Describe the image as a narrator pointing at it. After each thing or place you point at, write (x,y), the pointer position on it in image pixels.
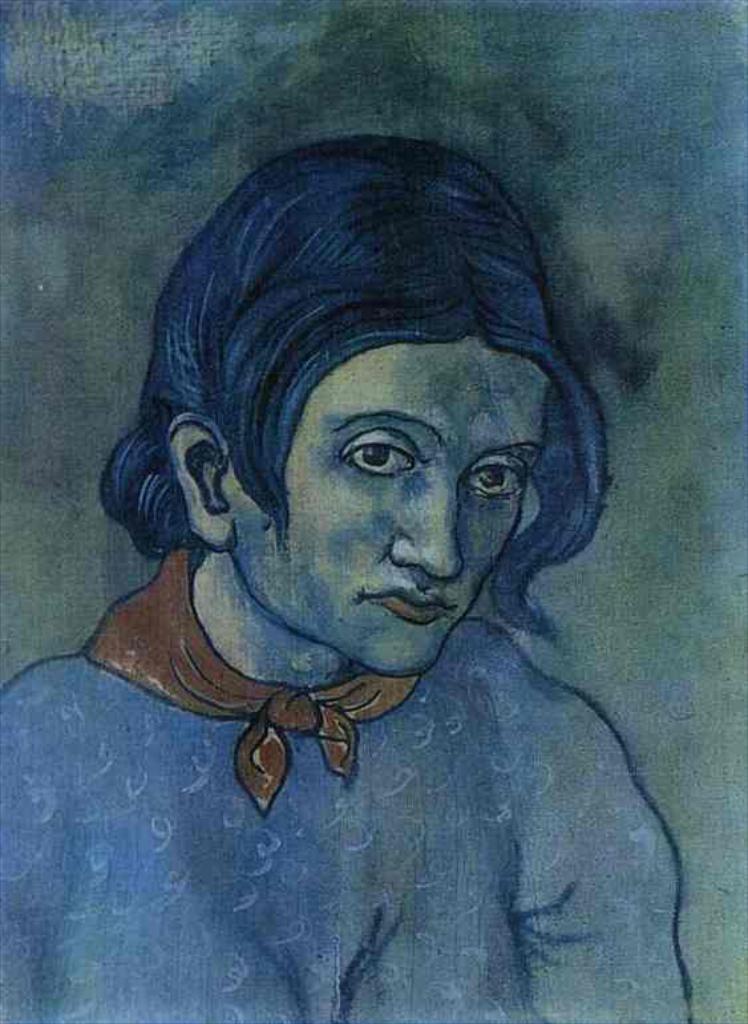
In this image I can see an art (219,582) of a person (366,280). I can also see scarf (180,635) in orange color.
